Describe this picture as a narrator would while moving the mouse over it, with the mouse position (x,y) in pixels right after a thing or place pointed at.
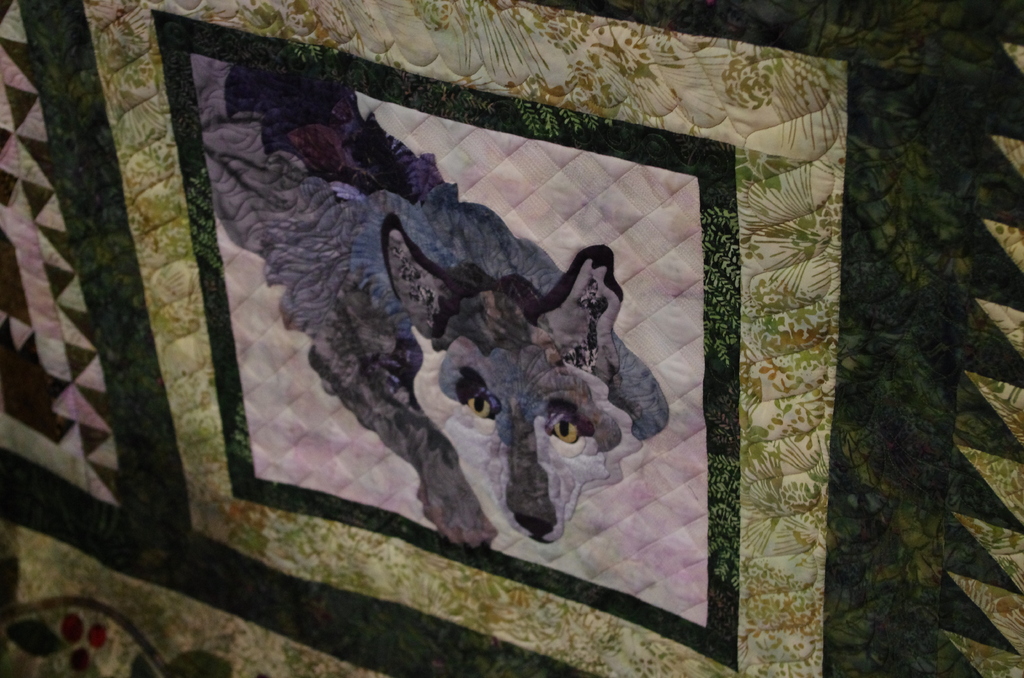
In this image there is a design of an animal (435,240) on the cloth (210,276).
